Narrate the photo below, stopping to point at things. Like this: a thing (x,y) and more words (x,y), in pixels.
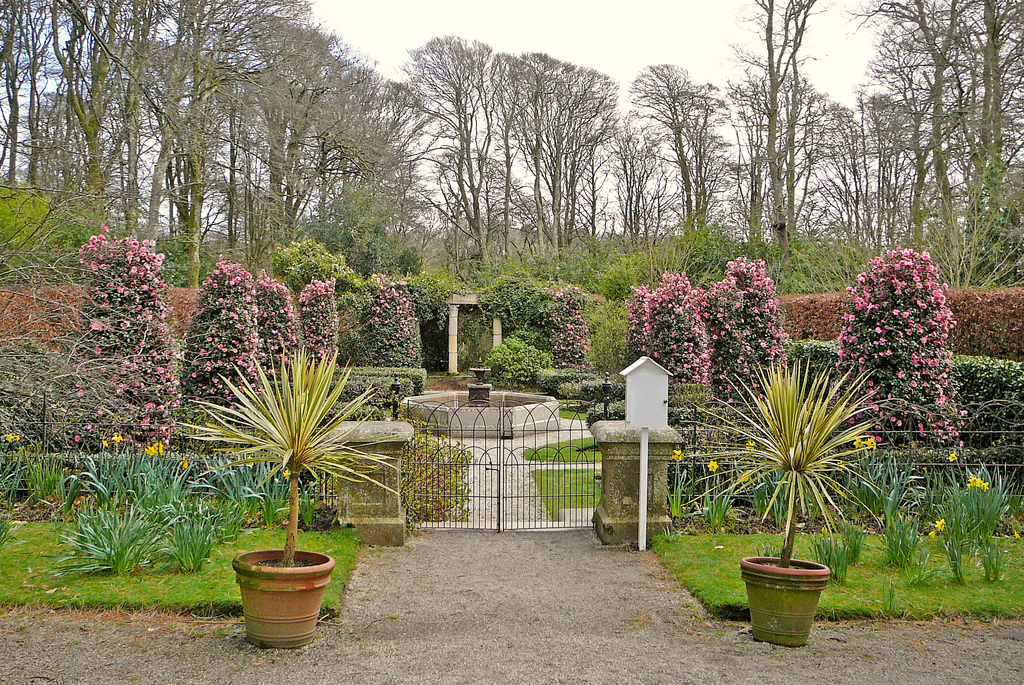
In this image I can see a gate (464,520) accessing a fountain (450,396) of a park (459,374) or a garden (461,377). I can see two potted plants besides the gate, other plants (687,447) and a small pole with a box (629,414). I can see carved trees (573,326) and plants (914,313) inside the gate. I can see an arch (456,332) in the center of the image (495,319). I can see trees (502,221) behind. At the top of the image (593,45) I can see the sky (532,29).
